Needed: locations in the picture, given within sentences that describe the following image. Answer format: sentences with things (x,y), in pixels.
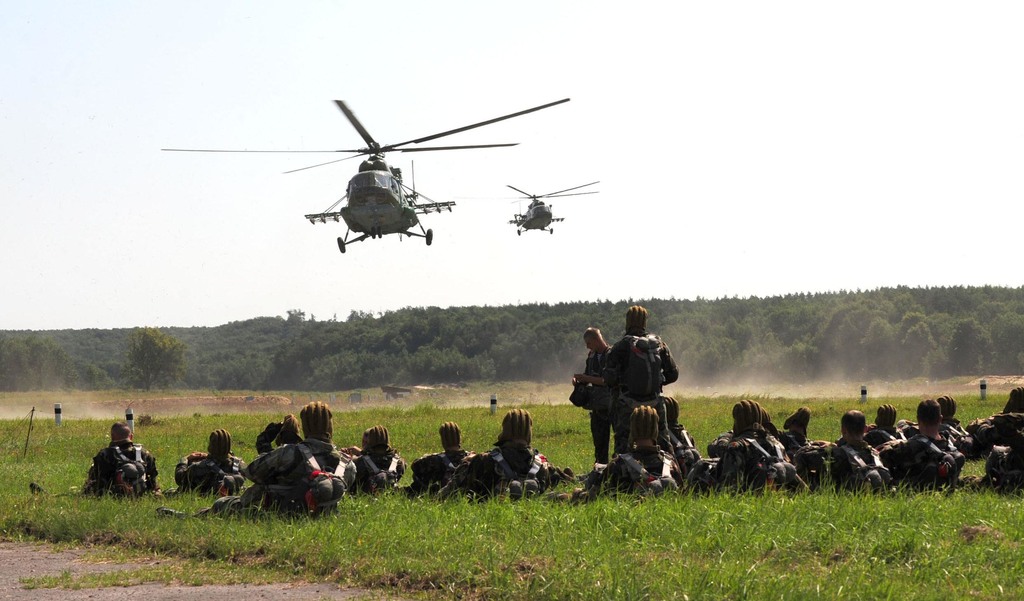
In the image we can see there are people (737,477) sitting on the ground (405,527) and they are carrying bags (705,481). There are two men (649,350) standing and there are two helicopters (404,223) flying in the sky (496,198). Behind there are trees (605,306) and the sky (471,175) is clear.
